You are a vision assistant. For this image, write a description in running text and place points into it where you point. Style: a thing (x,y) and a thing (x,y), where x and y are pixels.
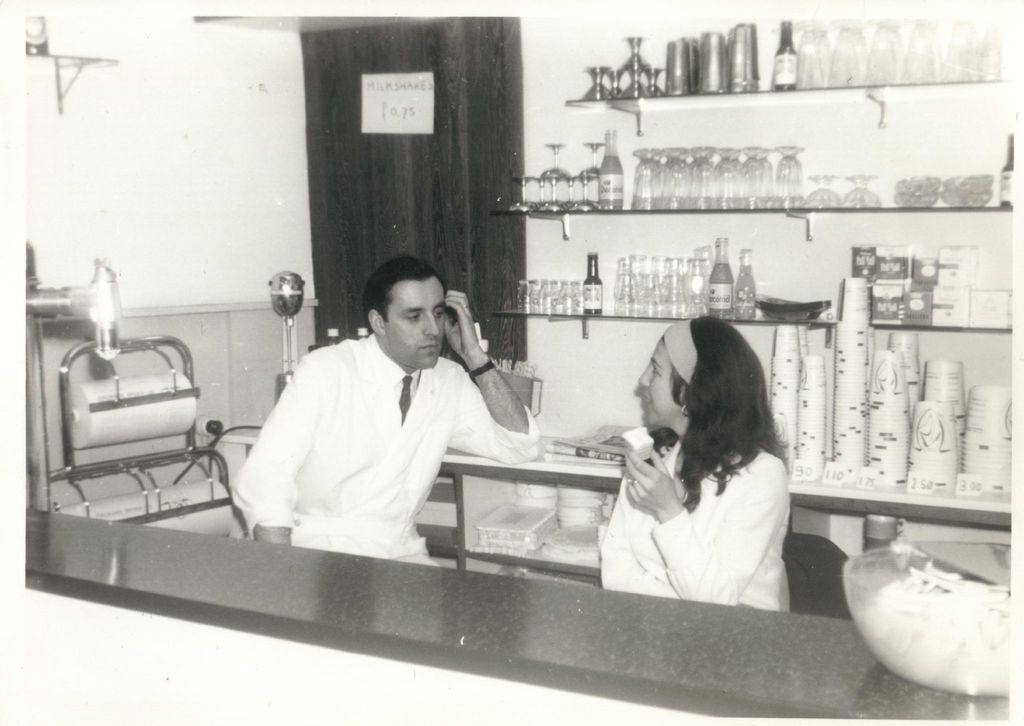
In this image we can see two persons (693,477). A lady (678,479) is holding some object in her hand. There are many objects (870,286) placed on the shelves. There is some paper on the wooden cupboard (394,178). There is a machine (172,369) at the left side of the image (148,422). There is an object (939,601) at the right bottom of the image (944,613).
